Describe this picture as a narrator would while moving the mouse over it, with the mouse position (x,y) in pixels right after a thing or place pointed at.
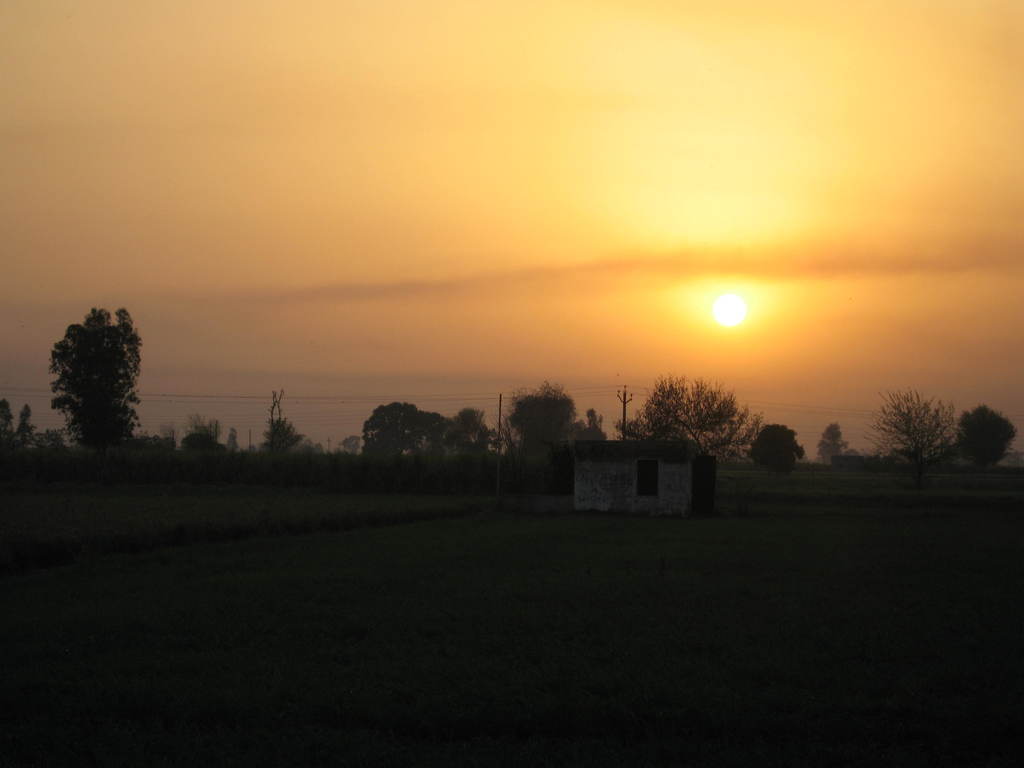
In the image we can see a house (617,480), grass (318,647), plant (463,459), trees (672,420), electric wires (339,399), electric pole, sky (619,404) and the sun (728,311).
